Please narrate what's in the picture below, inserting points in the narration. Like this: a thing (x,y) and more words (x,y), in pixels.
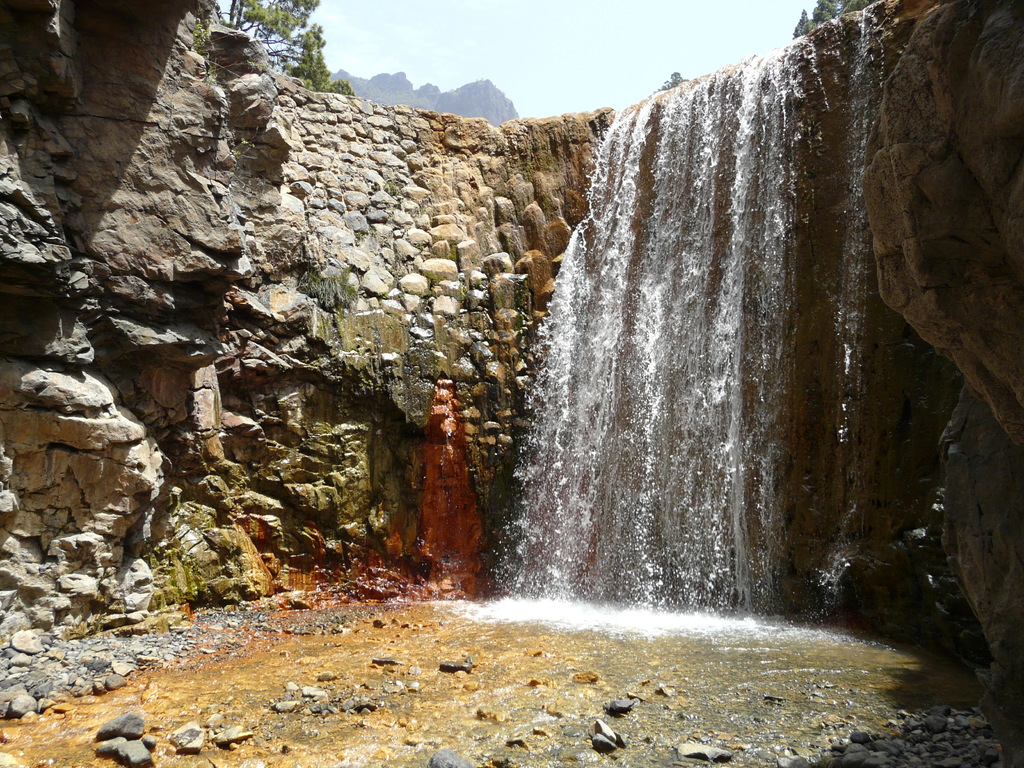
In this picture I can see the waterfall (548,479), there are stones (880,89), trees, hills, and in the background (555,32) there is sky (640,47).
